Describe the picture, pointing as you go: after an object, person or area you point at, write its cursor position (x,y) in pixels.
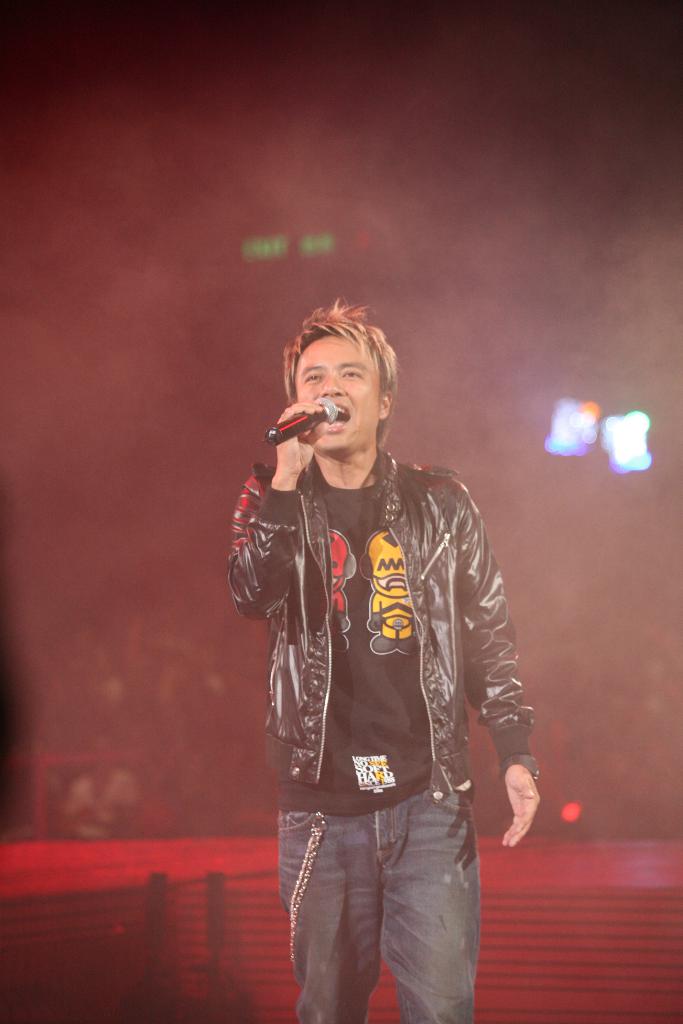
This picture is clicked in the musical concert. The man (401,704) in the middle of the picture (365,629) wearing black T-shirt (353,671) and black jacket (306,593) is holding a microphone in his hand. He is singing the song on the microphone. Behind him, we see a stage (493,896) in red color. In the background (531,426), it is blurred. On the right side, we see the lights (558,442).
